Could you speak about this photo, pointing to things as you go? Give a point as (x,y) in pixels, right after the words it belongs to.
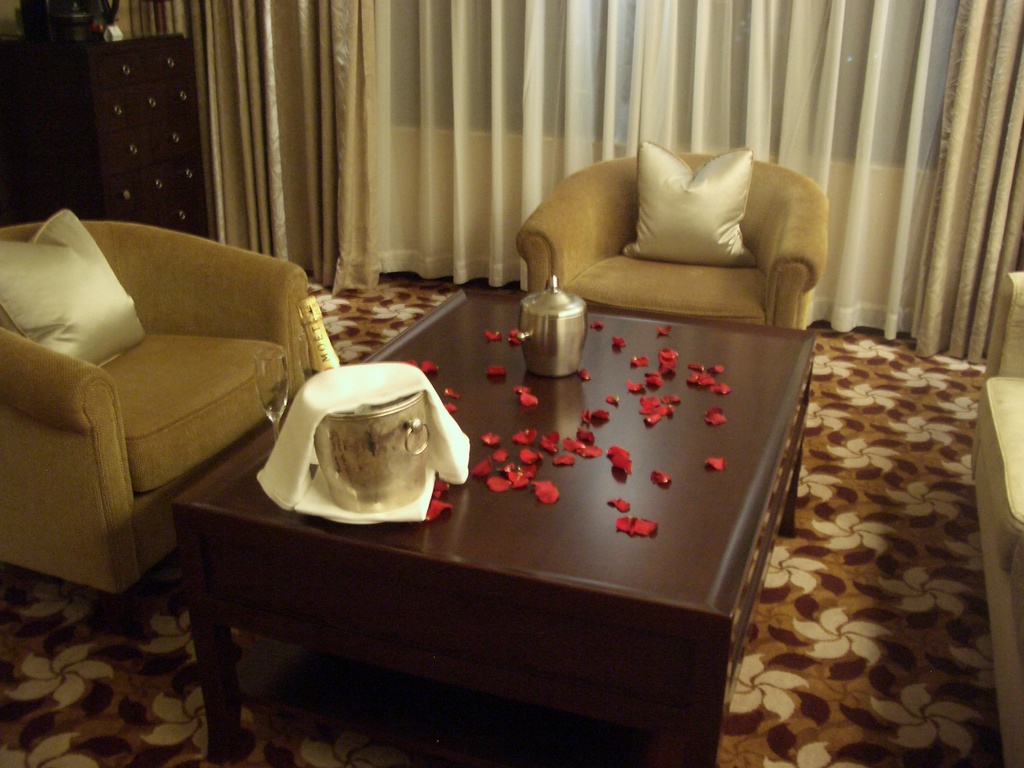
in a room (24,755) there is brown table (677,442) on which there are rose petals (614,449), white cloth (325,401), glass (280,377), bottle (317,318) and a small silver bucket (363,452). around that there are sofas (620,287). at the back (643,128) there are curtains (734,97). at the left (190,150) there is a brown table (141,133).
